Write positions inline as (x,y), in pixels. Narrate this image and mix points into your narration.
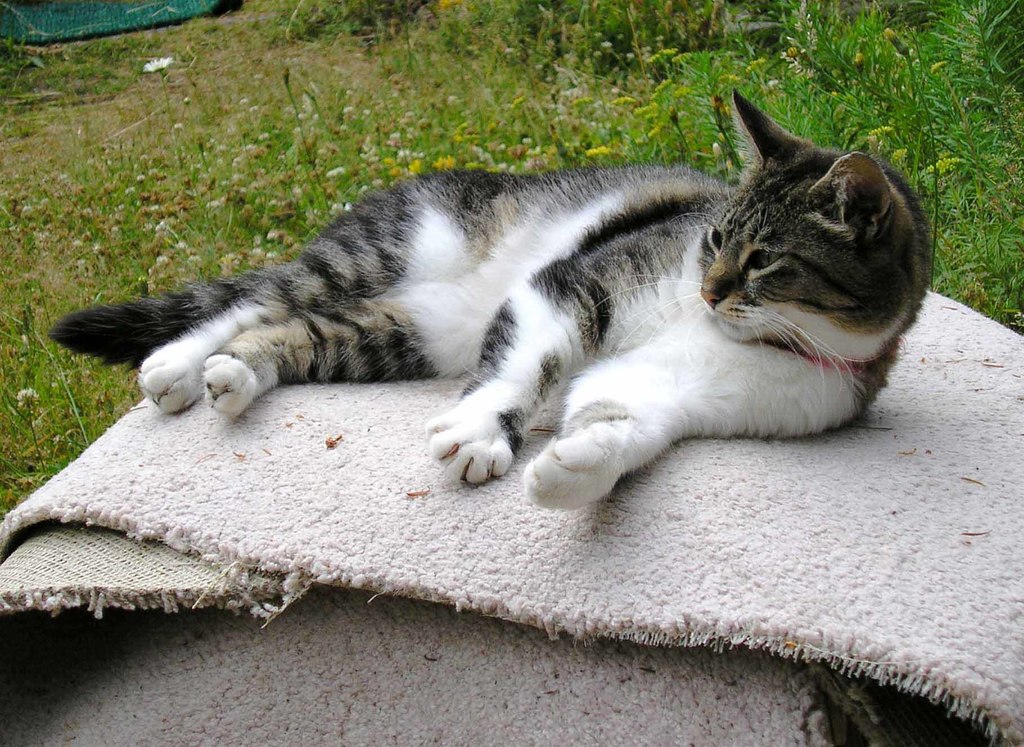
There is one cat (578,389) lying on a door mat (365,592) as we can see in the middle of this image (472,352) and there is a grassy land (423,155) in the background (685,103).
